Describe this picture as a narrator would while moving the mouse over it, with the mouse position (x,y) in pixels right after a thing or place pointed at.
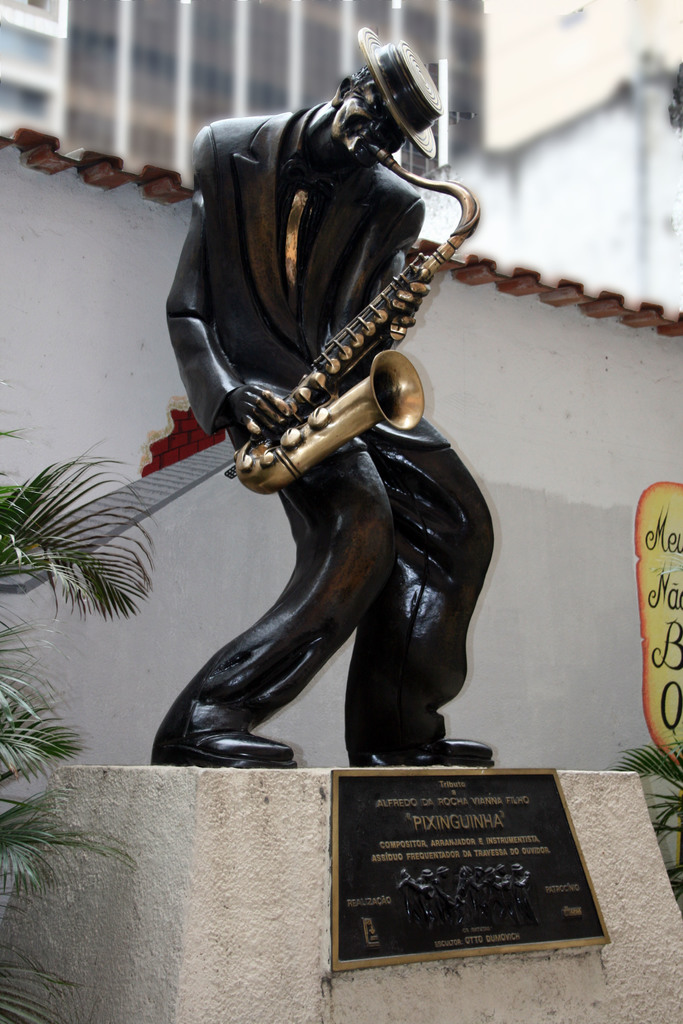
In this image there is a sculpture (403,569) of person (423,514) playing music instrument (401,378), behind that there is a building (661,174) and plant (22,721).
